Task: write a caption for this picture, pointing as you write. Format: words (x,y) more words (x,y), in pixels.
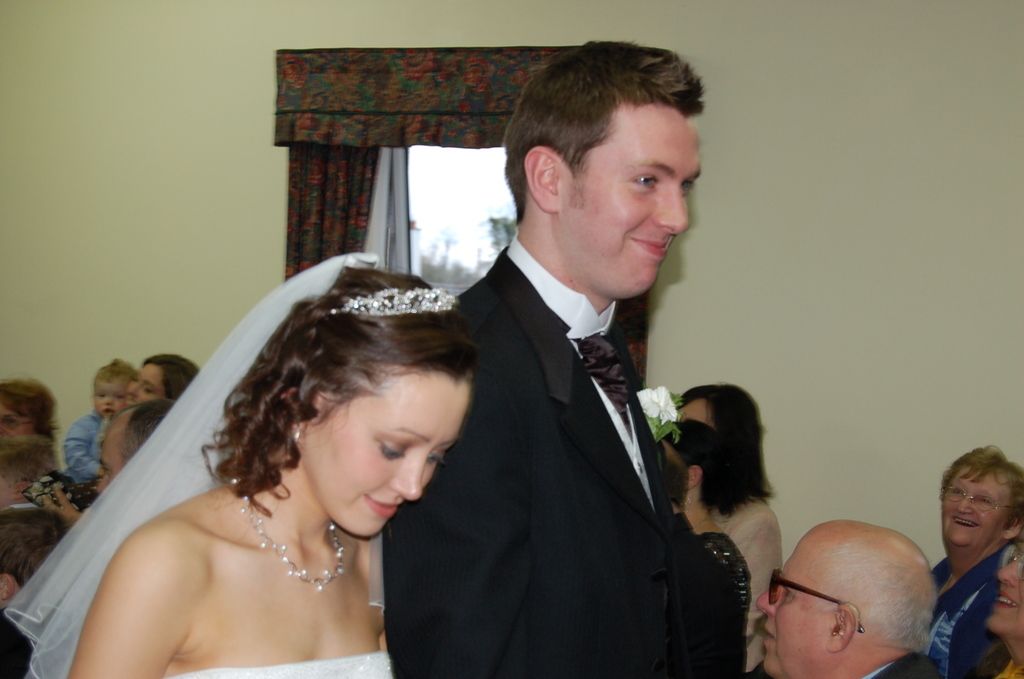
In the image there is a bride couple (438,413) standing in the middle (513,386) and behind there are many people (948,656) sitting on chairs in front of window (461,210) with curtains (383,89).
